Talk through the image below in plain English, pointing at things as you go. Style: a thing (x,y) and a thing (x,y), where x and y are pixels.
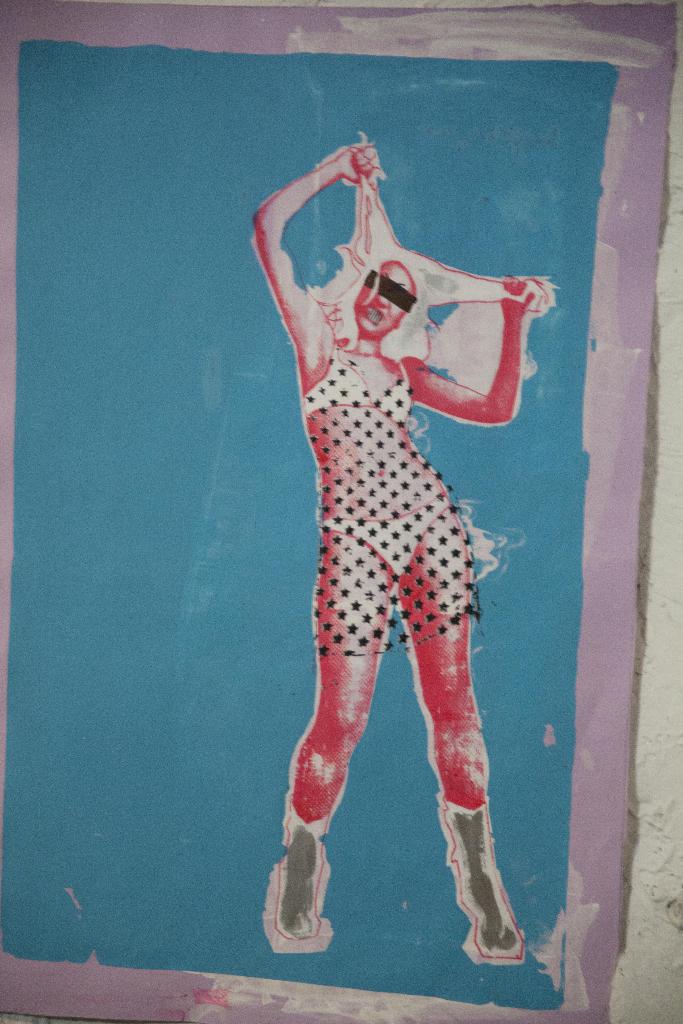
In this image we can see a painting (467,589) on the wall (654,549). In this painting (471,295) we can see a lady (354,543).
